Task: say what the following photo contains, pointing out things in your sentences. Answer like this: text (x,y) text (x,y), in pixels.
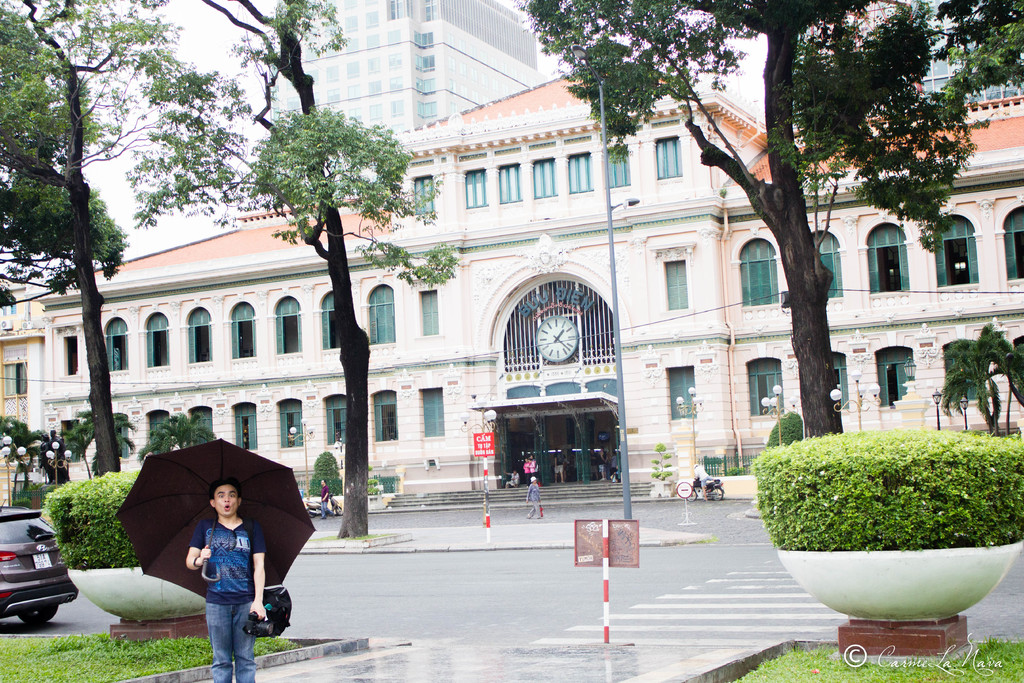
In this image there are buildings (553,252) and we can see a car (67,597). On the left (238,653) there is a man (223,643) standing and holding an umbrella (209,453). In the background (332,487) there are people (324,485), trees (357,367), poles (54,468), bushes (782,529), lights (9,442) and sky (519,15).
